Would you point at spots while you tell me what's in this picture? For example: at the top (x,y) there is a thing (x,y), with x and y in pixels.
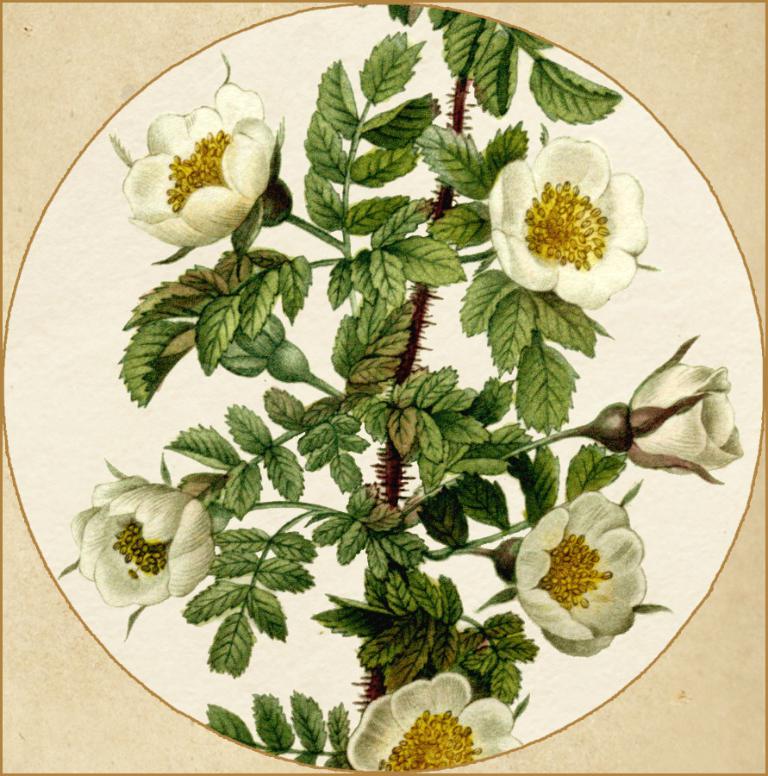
In this image we can see the painting (307,418) of flowers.
